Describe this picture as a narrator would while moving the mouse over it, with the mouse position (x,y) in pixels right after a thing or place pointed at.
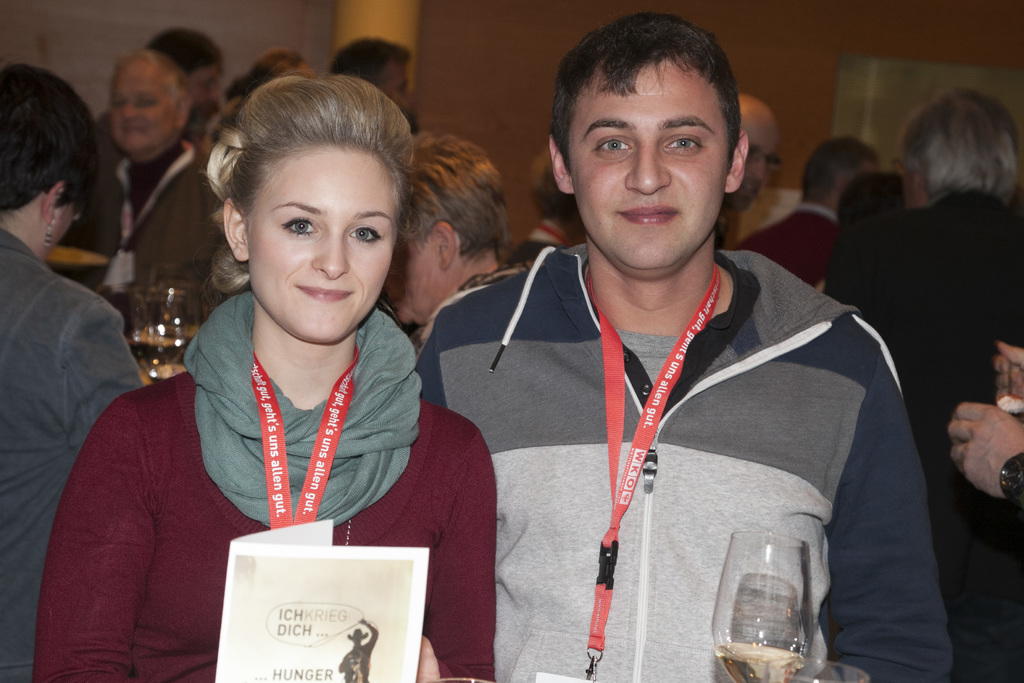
As we can see that women (328,324) and men (563,383) are posing for the photo. Women (378,430) is catching paper (308,602) in her hand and man (649,616) is catching a wine glass (776,609) in his hand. They both are wearing identity cards (631,451). Woman (286,469) is wearing a maroon color dress (177,509) and man (605,414) is wearing gray color dress (746,424). And behind them the other people (842,296) are busy in talking to others.
